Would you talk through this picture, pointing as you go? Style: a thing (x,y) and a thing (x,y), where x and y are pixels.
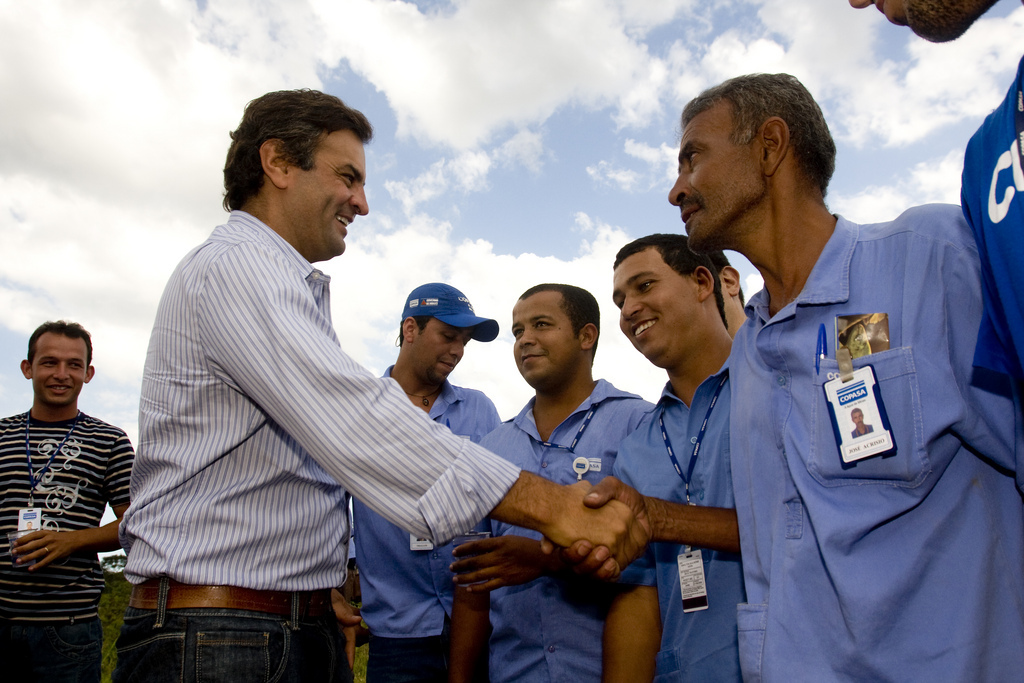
On the left (275,199) there is a man (256,281) who is wearing a shirt (227,403) and jeans (215,658). He is shaking hand (565,531) with the man (907,564) who is wearing blue shirt (911,515). Here we can see pen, id card (857,371) and paper (866,350) on his pocket (907,414). Here we can see group of persons (655,354) standing near to this man (906,551). On the top (499,133) we can see sky (528,116) and clouds (552,74). Here we can see grass (129,603) and trees (114,567).
